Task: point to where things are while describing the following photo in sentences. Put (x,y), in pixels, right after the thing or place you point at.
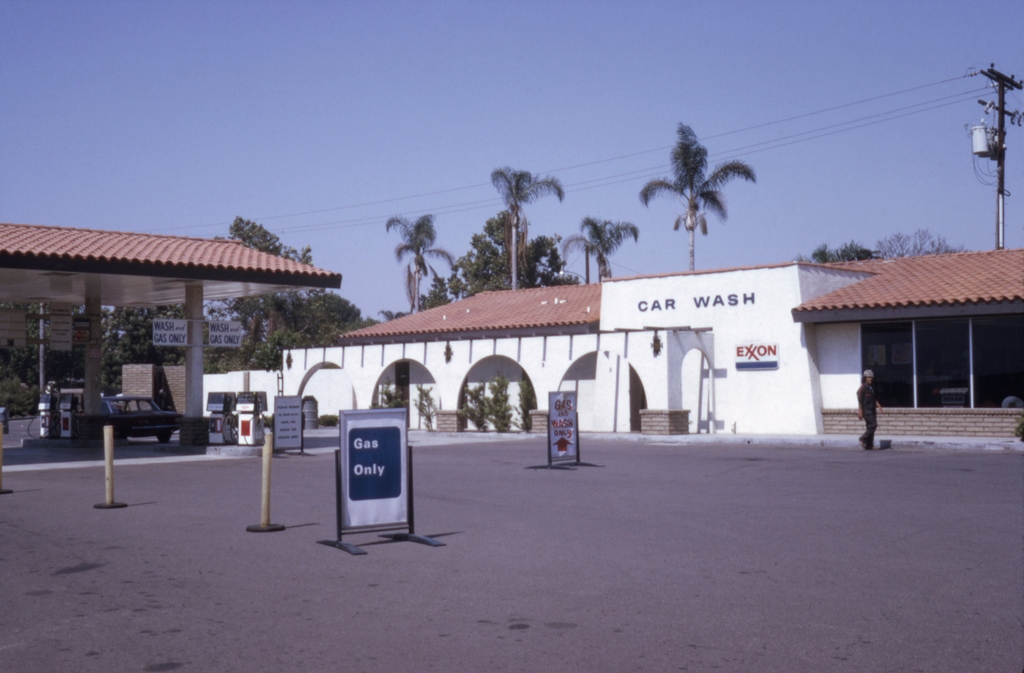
In this image we can see a building (709,360) with text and a board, a person (862,404) walking on the road (564,518), there are few boards (402,465) and two rods (111,463) on the road (471,513), there is a shed (115,295) and few objects (255,419) a car (169,425) under the shed (92,424) and there are trees (316,311), a current pole (999,227) with wires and the sky (457,113) in the background (872,117).
